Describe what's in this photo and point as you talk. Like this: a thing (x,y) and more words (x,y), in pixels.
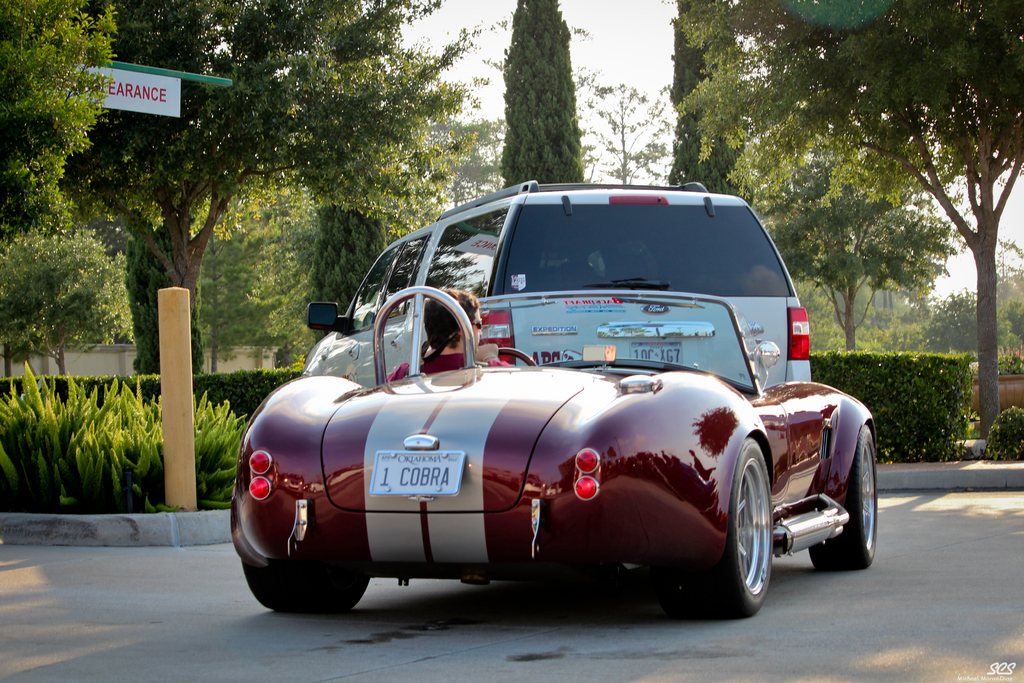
In the image there is a car (342,514) parked in front of a garden (264,327) and behind the car (426,463) and another silver car (540,254) is moving on the path (137,667) and there is a clearance board (135,110) in front of the garden (228,235), in the garden (390,184) there are plenty of trees (406,185) and beautiful greenery (262,306).
